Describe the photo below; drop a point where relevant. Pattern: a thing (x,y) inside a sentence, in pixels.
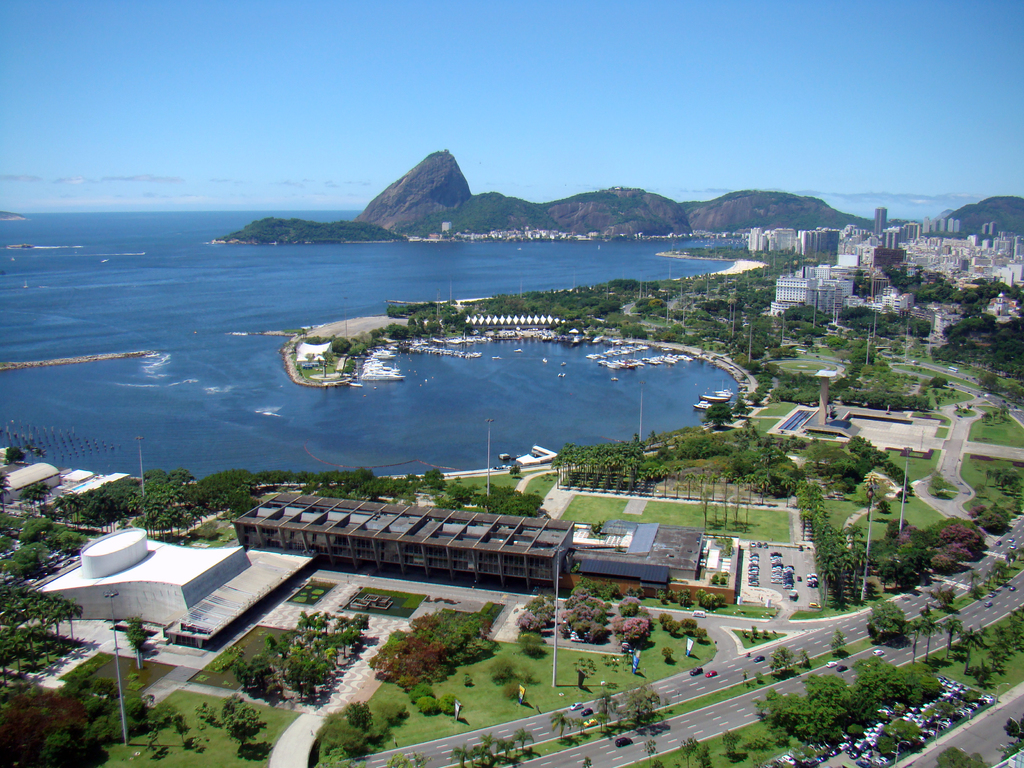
This image is an aerial view. In this image we can see many buildings (573,535), roads (633,746), trees (860,698), vehicles (946,716), sea (248,404), hills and sky (681,90).
